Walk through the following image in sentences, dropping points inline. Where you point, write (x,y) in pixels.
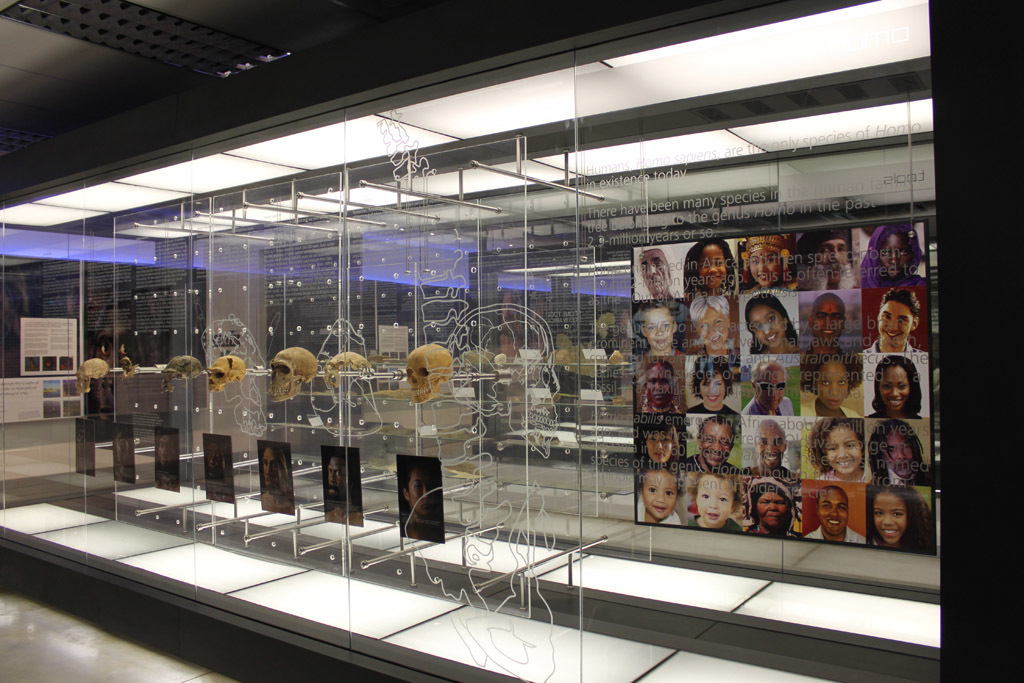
In this image there are skulls (221,362) on the glass stands (371,401), under the skulls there are photos (343,460) of the people (327,483), and in the background (899,388) there is a poster (874,355) of pics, boards (6,386), lights (645,156).
